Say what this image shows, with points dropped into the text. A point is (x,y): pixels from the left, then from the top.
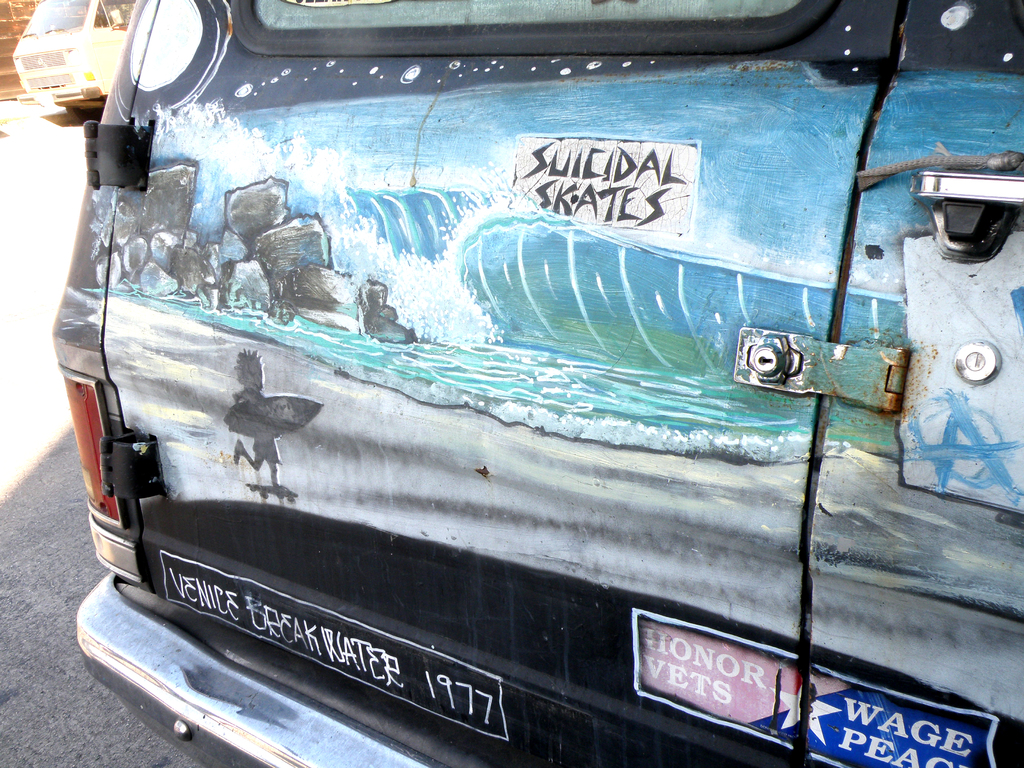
In this image there is a vehicle (235,248) parked, in the background (92,40) there is a vehicle (105,73) and a wall (3,81).
